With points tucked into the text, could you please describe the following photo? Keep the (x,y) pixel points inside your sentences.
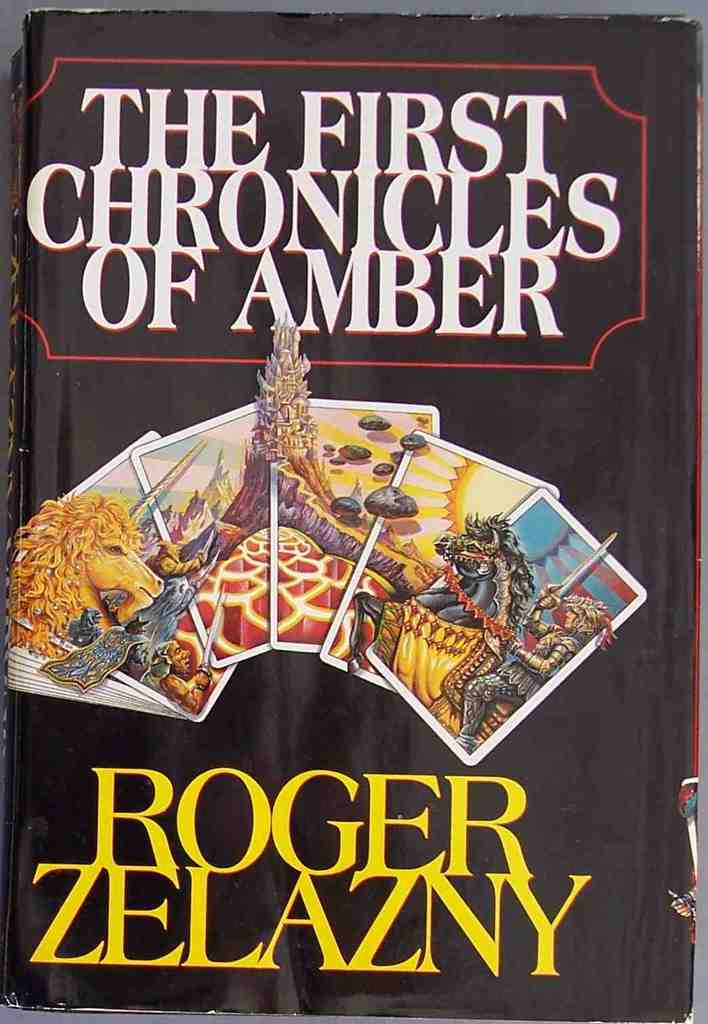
In the image we can see a book (38,92) on a table (365,1). On the book (396,318) we can see some text (98,774) and images (66,589).
